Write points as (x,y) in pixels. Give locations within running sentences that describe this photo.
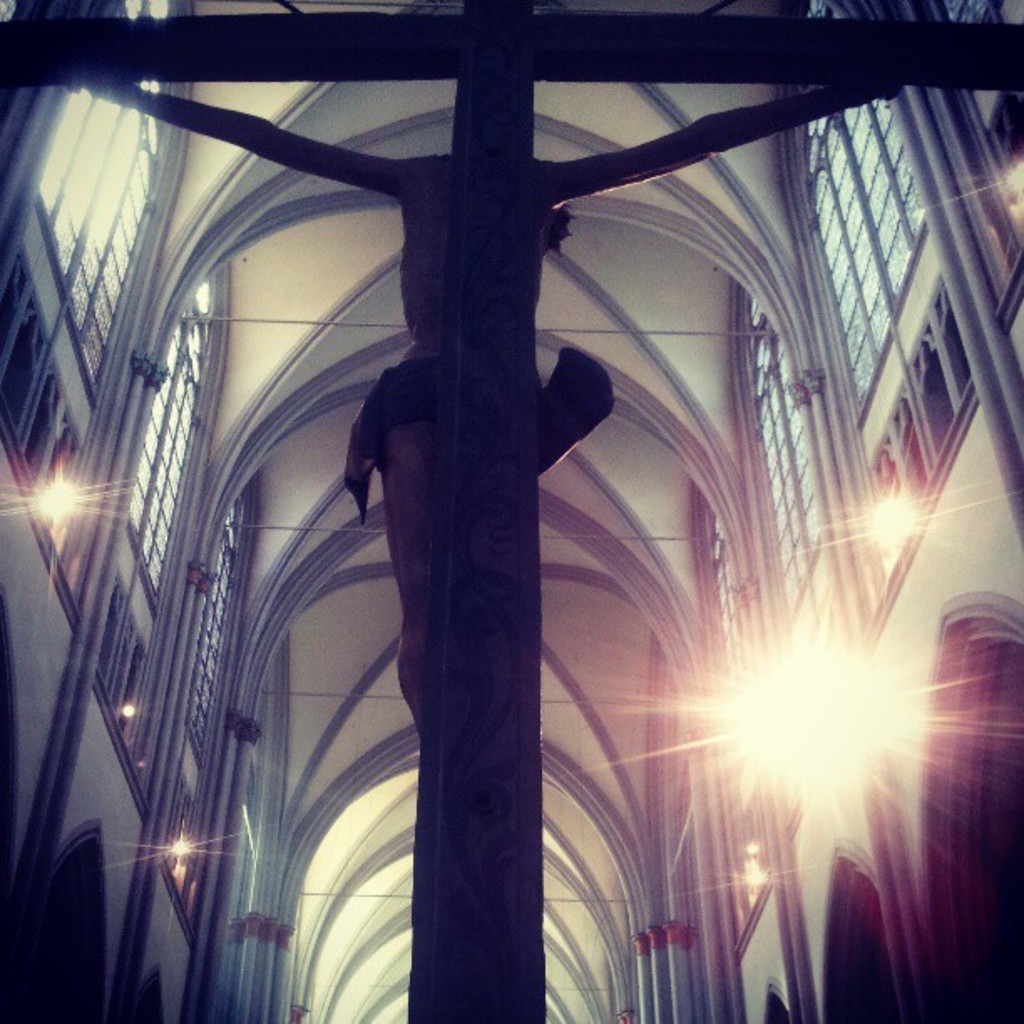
In the picture we can see an inside view of the church (263,766) behind the cross (504,768) and then we can see walls (36,258) with glass windows (860,294) and glasses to it and lights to it.
